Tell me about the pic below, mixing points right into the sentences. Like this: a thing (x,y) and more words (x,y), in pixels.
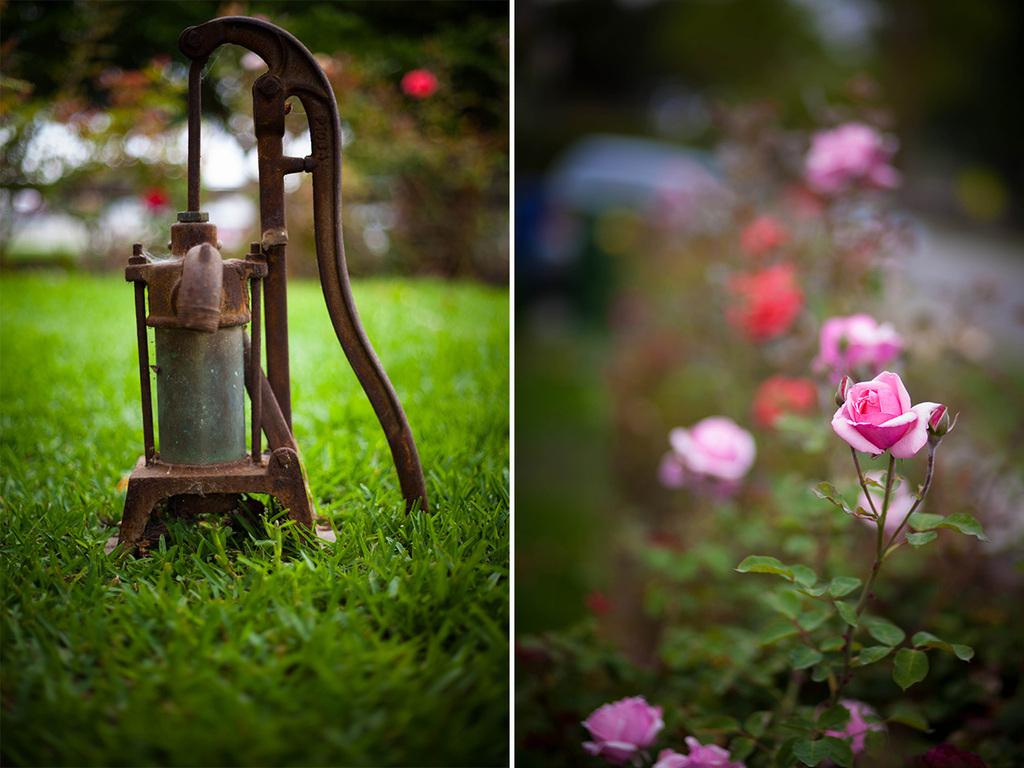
On the left side (259,102) there is a hand pump (255,415) on the grass (286,618). On the right side (850,266) there are beautiful rose flowers (897,504) and plants (876,543).
